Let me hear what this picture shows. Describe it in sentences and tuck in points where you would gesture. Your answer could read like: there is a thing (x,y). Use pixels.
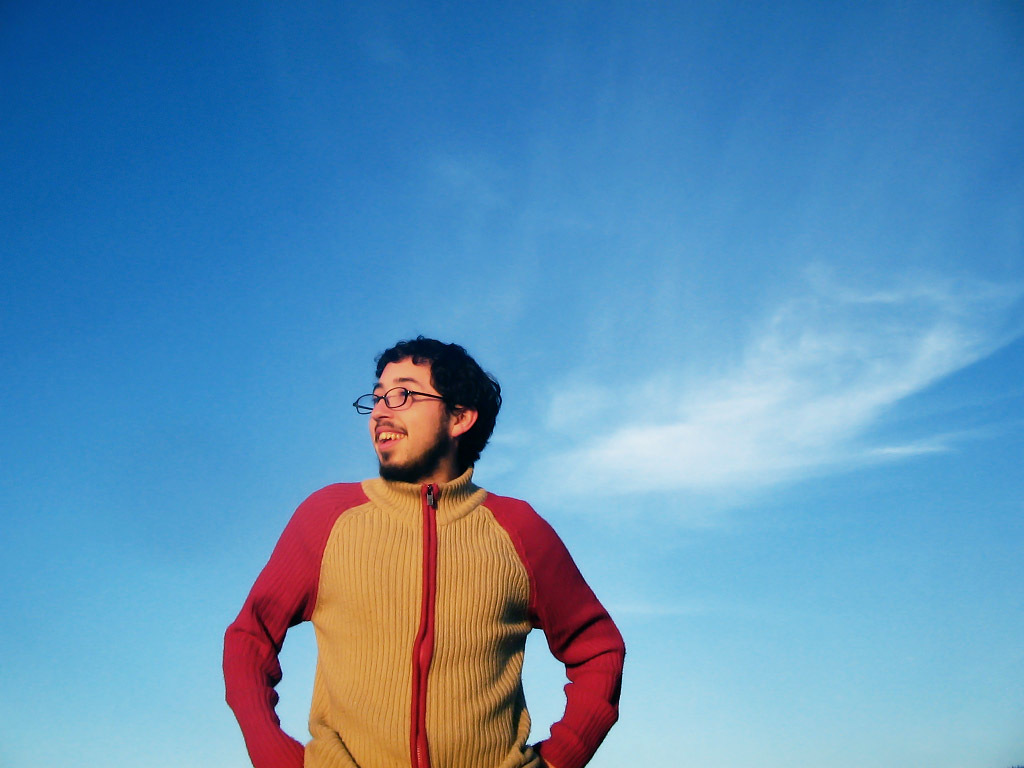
In this picture we can observe a man (412,470) standing, wearing spectacles (401,397) and smiling. He is wearing red and yellow color jacket (386,552). In the background (174,377) there is a sky (666,397) with some clouds (737,393).
